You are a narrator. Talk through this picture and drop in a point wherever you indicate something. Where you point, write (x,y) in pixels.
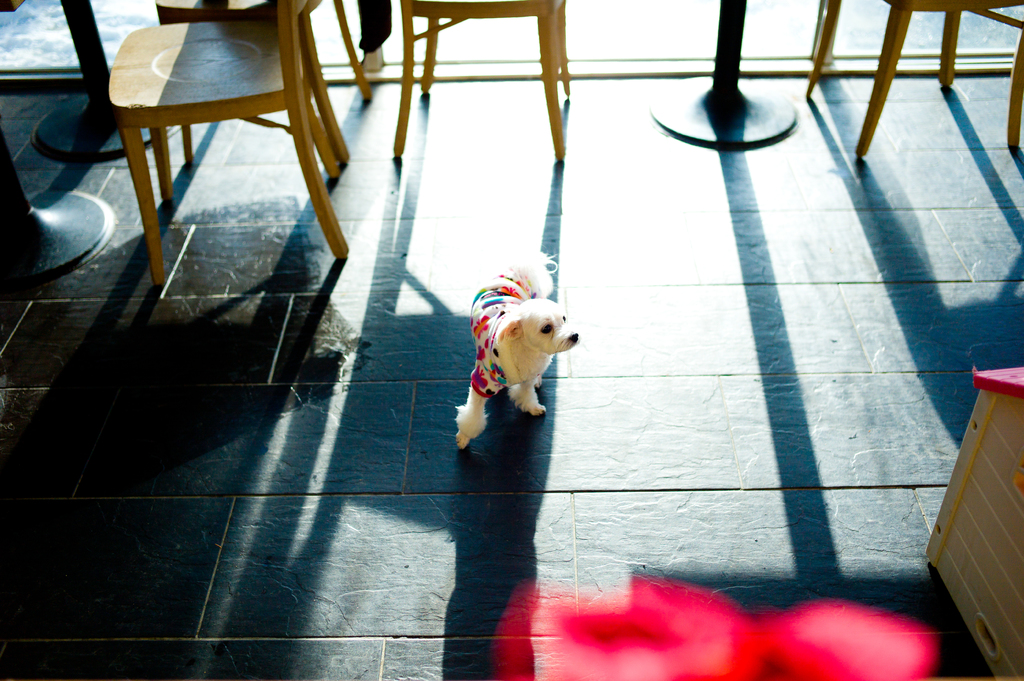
In this image i can see a dog (479,396) wearing a dress (491,319) on the floor (472,365). In the background (318,132) i can see few chairs (296,118) and few poles (737,64).
